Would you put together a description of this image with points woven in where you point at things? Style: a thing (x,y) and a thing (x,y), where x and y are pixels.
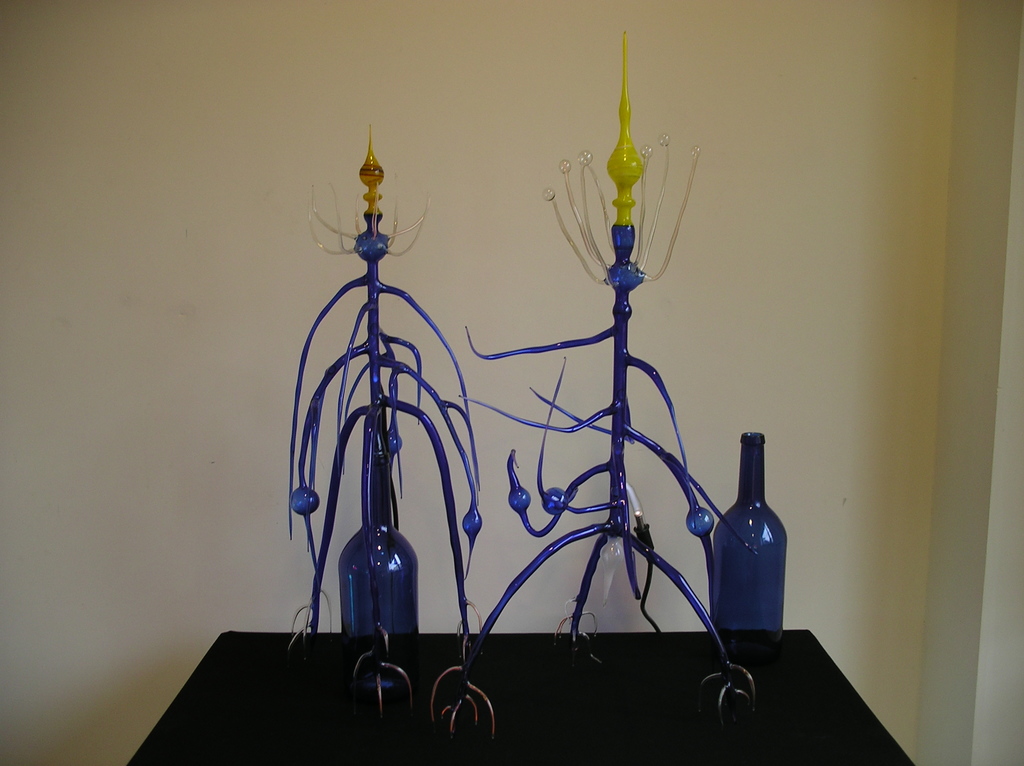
In this image i can see a table (383,749) and 2 glass bottles (735,564) on it, and in the background (760,327) i can see a wall (766,303).
